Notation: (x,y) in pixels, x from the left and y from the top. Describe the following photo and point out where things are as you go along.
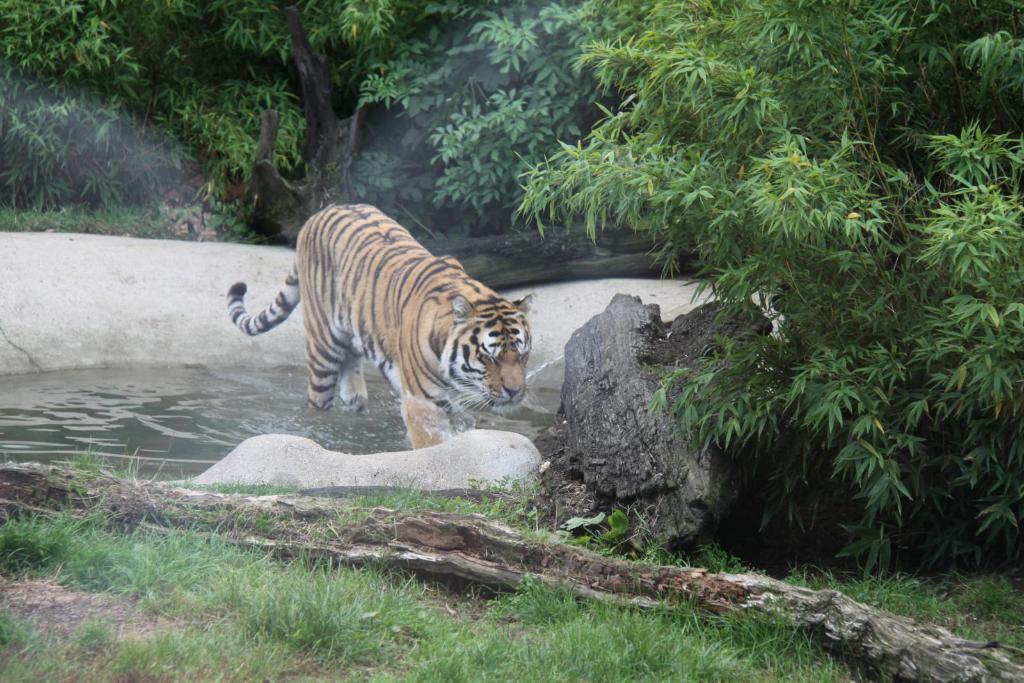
In this picture there is a tiger (372,310) standing in the water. At the back (671,155) there are trees (671,155). In the foreground (675,607) there is a tree trunk (473,541). At the bottom (535,656) there is grass (594,656).
